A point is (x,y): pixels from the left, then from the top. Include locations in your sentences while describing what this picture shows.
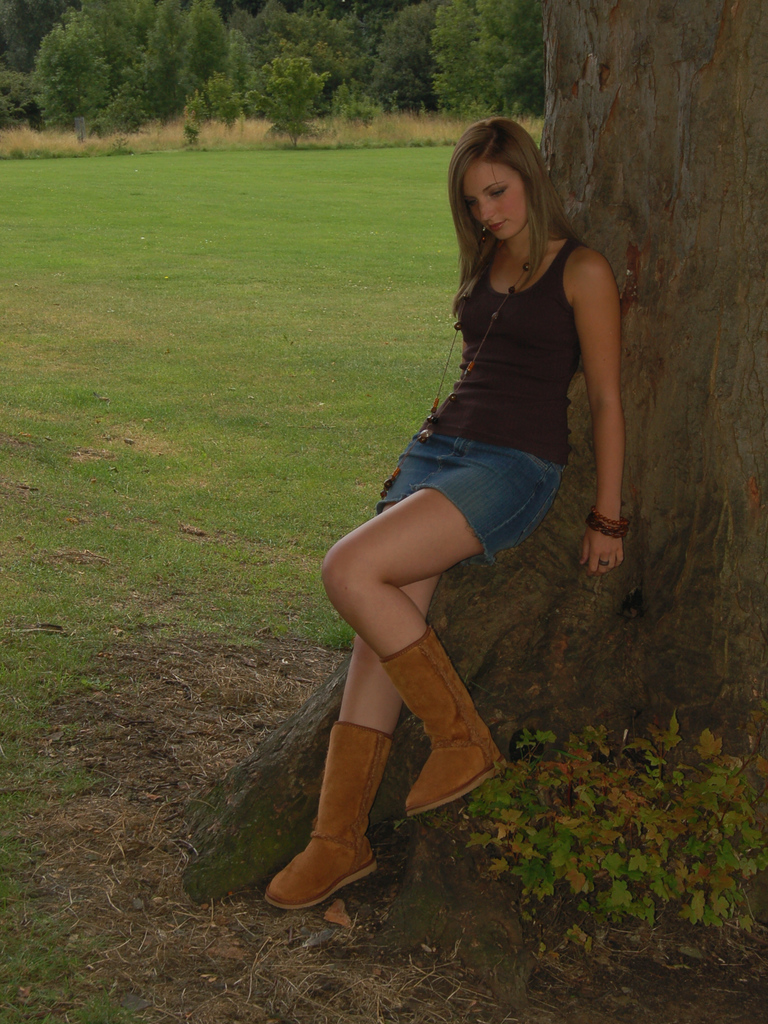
As we can see in the image there is grass (191,261), trees (419,27), a woman (554,251) wearing black color top (542,357), skirt (513,499) and a tree stem (566,131).
